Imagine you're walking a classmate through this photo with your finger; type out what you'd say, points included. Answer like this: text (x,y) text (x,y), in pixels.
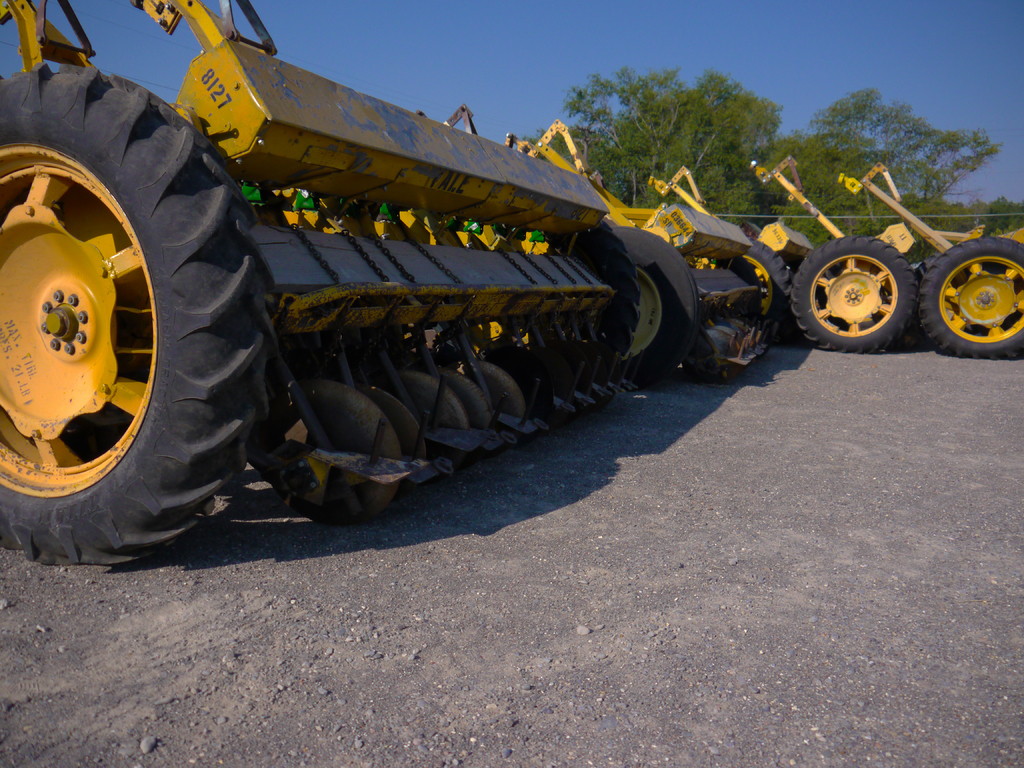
In the image in the center (406,357), we can see few tractors (596,307), which are in yellow color. In the background (409,37) we can see the sky (696,36) and trees (725,89).
